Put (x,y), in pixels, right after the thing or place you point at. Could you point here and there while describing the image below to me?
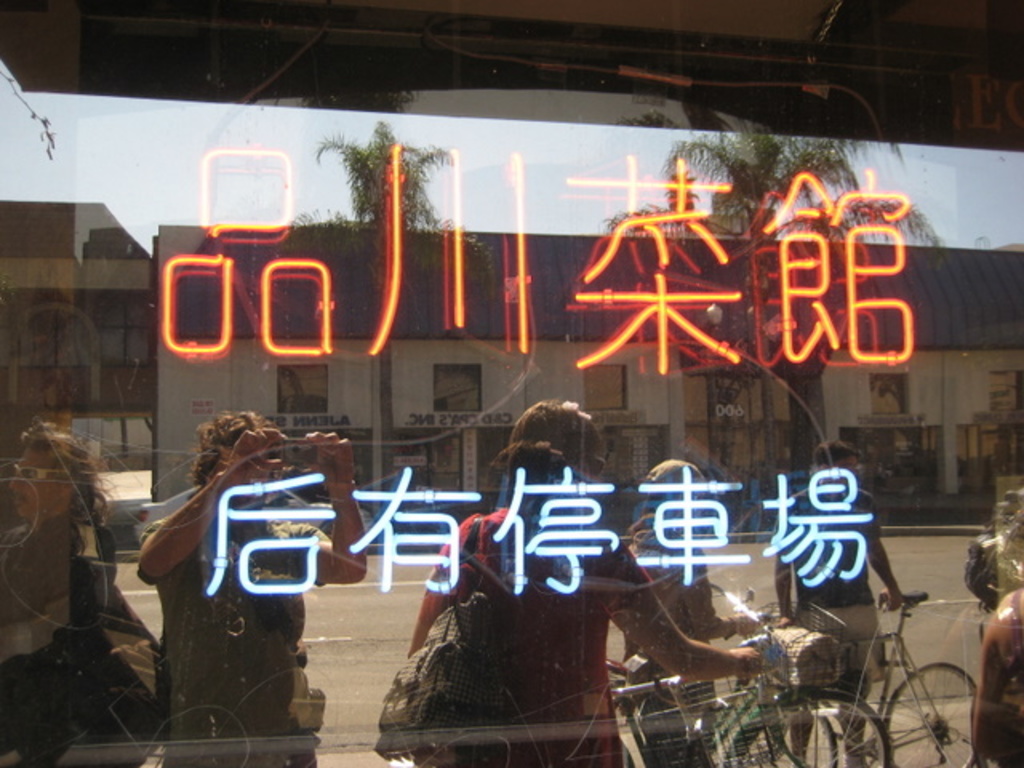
In the foreground of this image (447,576), there are lights (779,542) behind the glass (874,425) and through the reflection (800,644) of the glass (827,609) we can see persons (516,679) along with the bikes (881,696) are on the pavement (365,759) and a person (159,552) holding a camera (305,439), road (347,599), buildings (170,411) and the sky (156,185).
